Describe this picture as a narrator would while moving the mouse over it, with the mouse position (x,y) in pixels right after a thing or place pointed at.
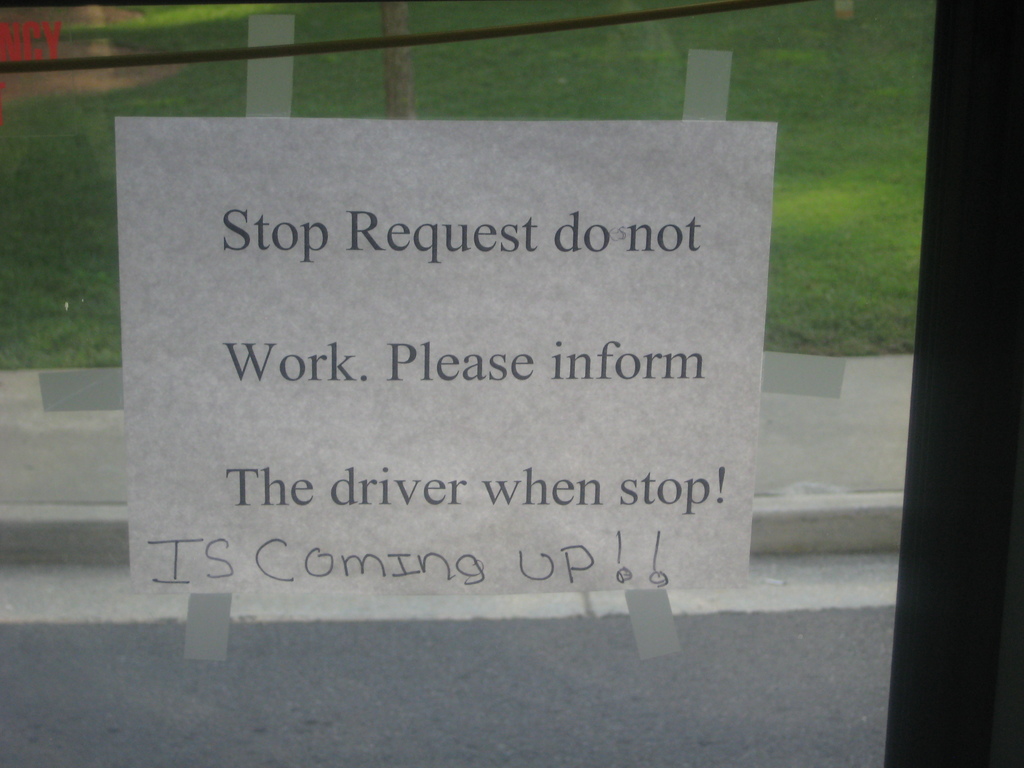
This picture shows a poster (516,563) stuck on the glass (329,65) and from the glass (24,143) we see grass (854,43) on the ground (459,90) and a tree (397,105).
